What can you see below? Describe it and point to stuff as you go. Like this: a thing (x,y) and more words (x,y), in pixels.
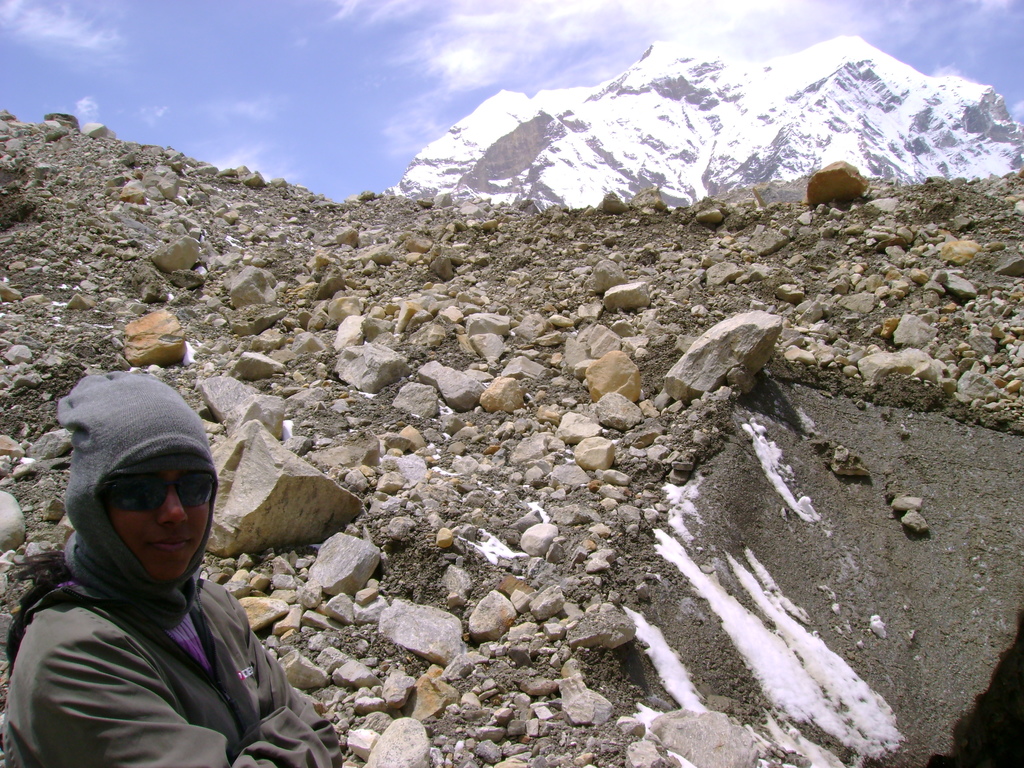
In this picture there is a women (143,696) wearing a jacket (146,694) is standing and there are few rocks (379,456) beside her and there is a mountain (697,123) covered with snow (684,120) in the background (614,122).
